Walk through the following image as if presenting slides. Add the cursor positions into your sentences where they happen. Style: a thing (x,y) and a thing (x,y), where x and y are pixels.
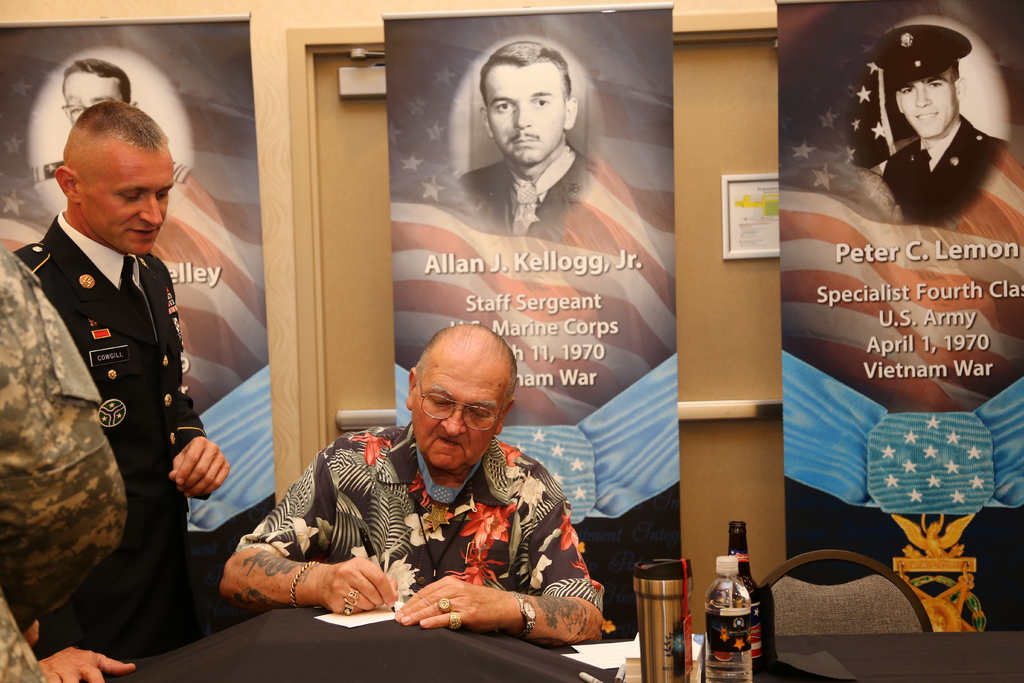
This image consists of a few persons (360,450). In the front (458,569), the man (442,592) is sitting in the chair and writing on a paper (368,611). In front of him, there is a table (527,661) covered with black cloth (954,662). In the background (694,592), there are banners (659,196) and a door (385,253). To the left (110,368), the man (135,503) standing is wearing a black dress (156,608).
